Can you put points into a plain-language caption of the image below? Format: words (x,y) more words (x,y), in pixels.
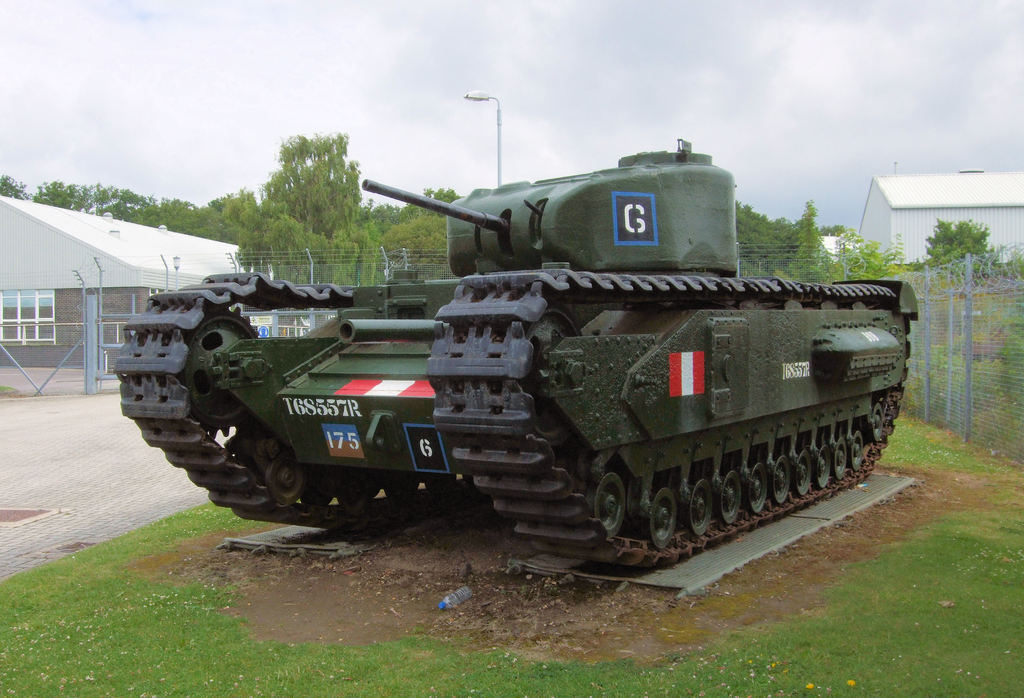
In the center of the image (516,422) there is a military tank (302,444) on the floor (349,565). In the background (1011,203) we can see fencing (972,309), buildings (968,185), light pole (497,95), trees (290,207), plants (967,275) and sky (300,45).
